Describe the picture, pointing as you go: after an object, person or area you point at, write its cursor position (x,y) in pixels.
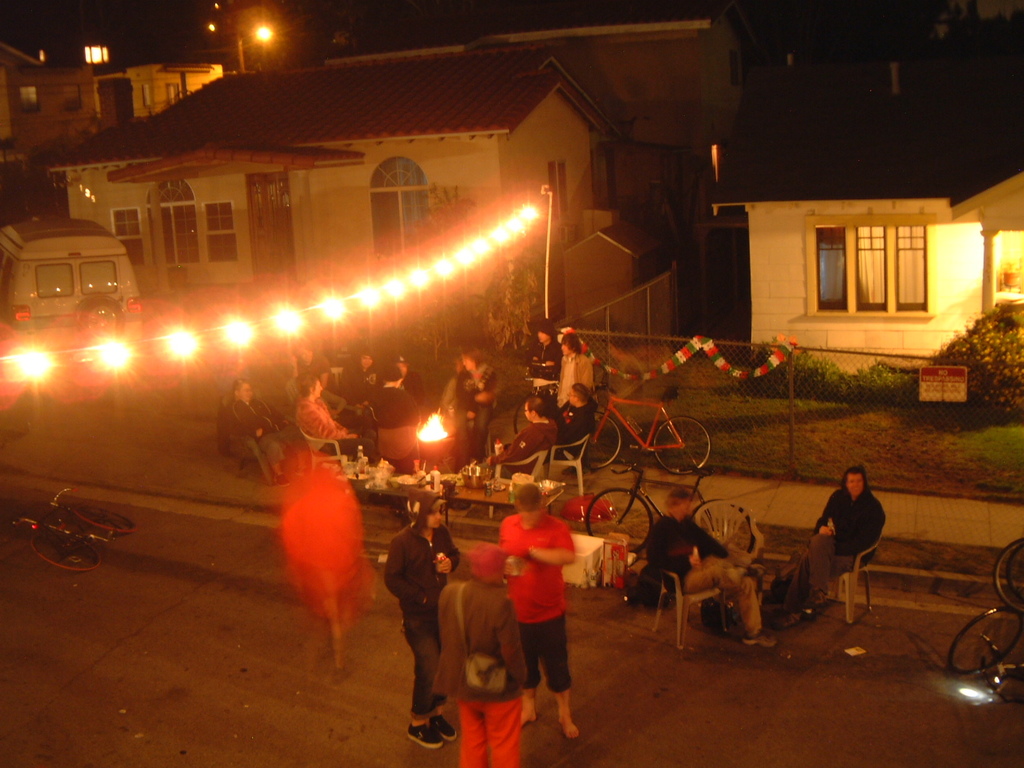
At the bottom of the image (311,549) on the road (581,651) there are few people (531,568) standing and few people (711,565) are sitting on the chairs (732,505). And in the image there are bicycles (1023,604). On the footpath (754,498) there are few people (416,404) sitting on the chairs (580,437). In the middle of them there is fire (424,434). There are tables (479,467) with few items (465,480) on it. Behind them there is a pole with decorative lights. And also there is a mesh fencing (780,397) with a sign board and decorative item (675,357). Behind the fencing (755,389) on the ground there is grass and also there are bushes (993,323). In the background (83,78) there are buildings (304,107) with walls (60,130), roofs (286,91) and windows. On the left side of the image (18,334) there is a vehicle (61,325). And also there is a streetlight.
